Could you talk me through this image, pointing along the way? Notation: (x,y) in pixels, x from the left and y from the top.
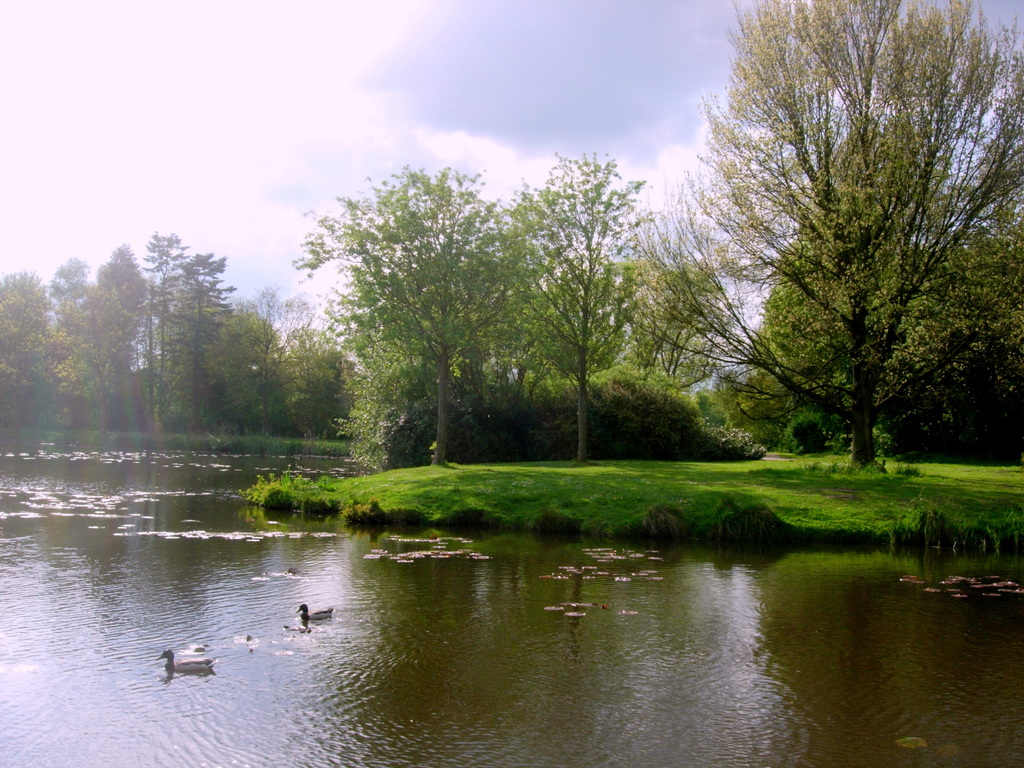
In this image we can see some birds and leaves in a water body (582,695). We can also see some grass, plants (822,451), a group of trees (470,221) and the sky (512,174) which looks cloudy.
